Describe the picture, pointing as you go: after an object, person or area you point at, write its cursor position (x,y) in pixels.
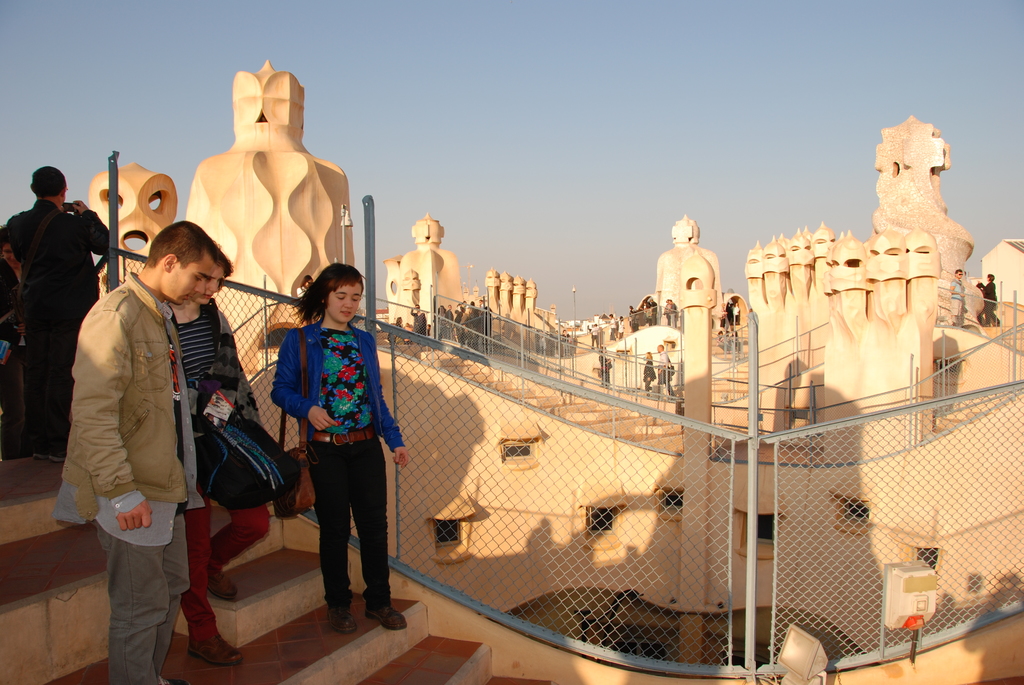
This picture describes about group of people (273,384), in the background (265,217) we can see few buildings (685,324), fence (862,515), metal rods (747,638) and lights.
